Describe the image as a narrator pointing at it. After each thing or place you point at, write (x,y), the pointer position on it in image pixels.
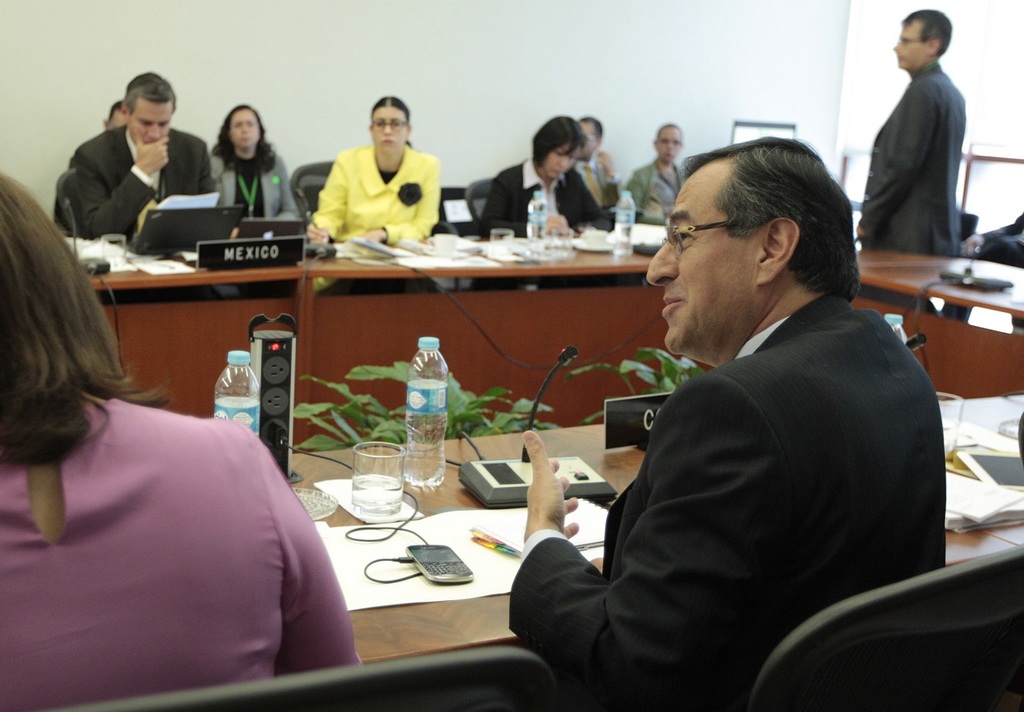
This image looks like these people (829,288) are in the meeting. In the left side of the image (114,543) there is a woman (106,487) sitting and she is wearing purple color dress (153,546). On the right side of the image (764,356) there is a man (777,479) sitting on the chair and wearing black blazer (738,445) and talking to the women (81,539) on the left (100,607). On the table (347,474) there are few water bottles (425,486), few glasses (374,481), mobile phone (437,579) and few papers (496,579). There are few plants (380,377) in front of the table (476,373). In the background (124,202) this man (188,183) is looking into the laptop (180,232) and this woman (416,200) is wearing yellow dress (344,184).
